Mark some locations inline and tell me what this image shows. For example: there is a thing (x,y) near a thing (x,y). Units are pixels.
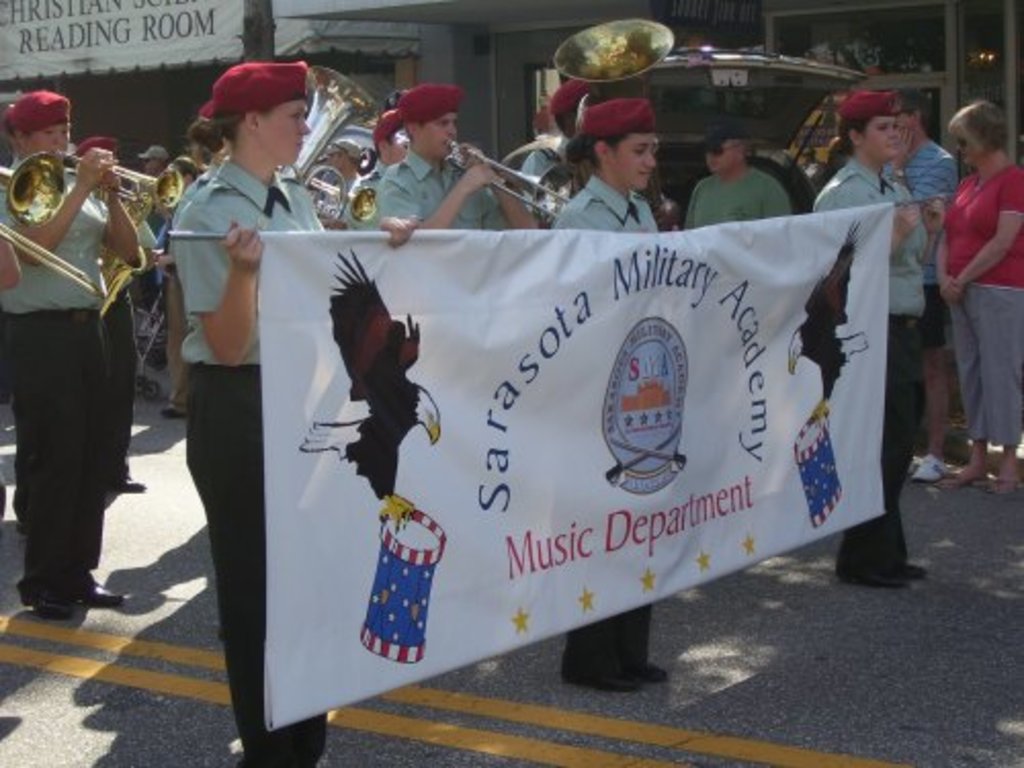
In the foreground of this image (569,228), there are three women (604,202) holding a banner (612,530) and standing on the road (701,662). In the background (942,170), there are persons (407,93) standing and few (581,93) are playing trumpets (131,172) and in the background (503,12), there are two buildings (311,27).
